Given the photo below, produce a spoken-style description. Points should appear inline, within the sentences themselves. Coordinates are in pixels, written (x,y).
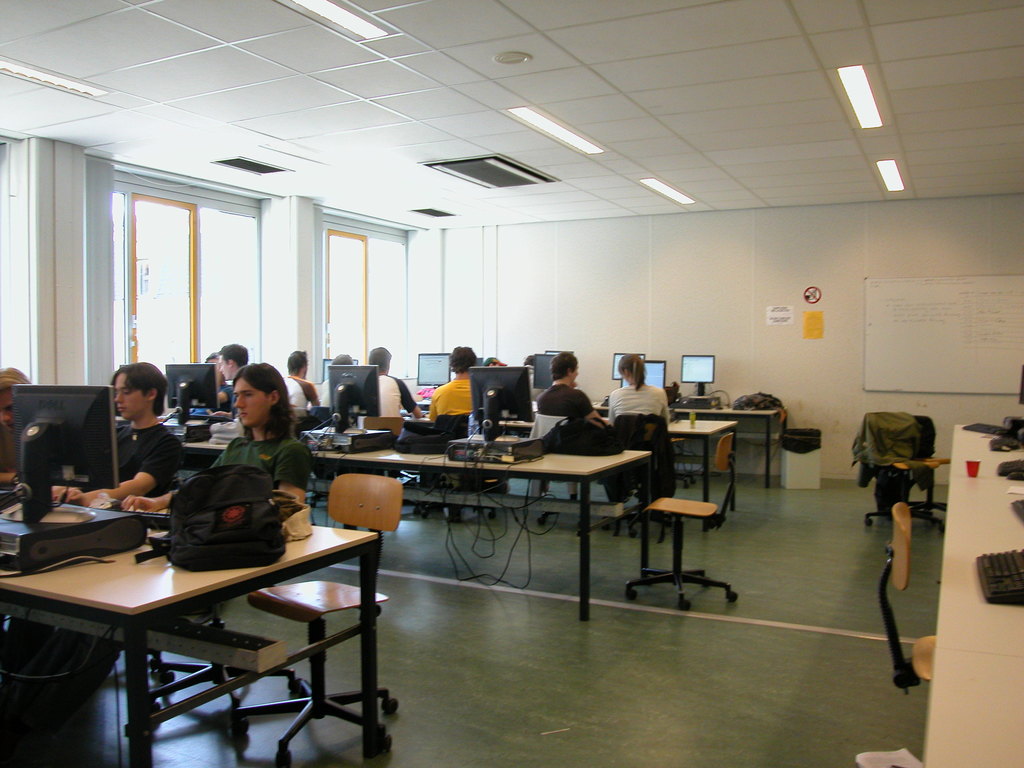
In the image we can see few persons (135,505) were sitting on the chair (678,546) around the table (270,573). On table (1001,701) we can see monitor (92,444), backpack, mouse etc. In the background (946,329) there is a wallboard (952,331), light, door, dustbin (817,465), chairs (920,458) and table (967,493).
